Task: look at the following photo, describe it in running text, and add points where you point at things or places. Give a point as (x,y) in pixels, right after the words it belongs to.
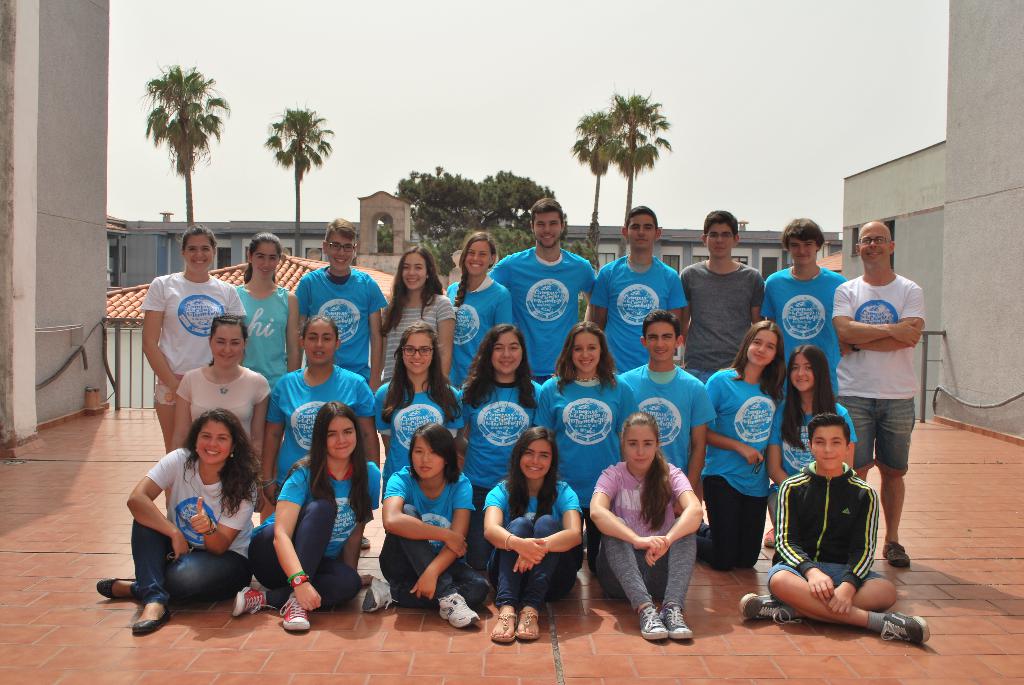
In this image we can see a group of people (737,538) on the ground (238,627). In the background (1000,235), we can see railing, some trees (591,226), buildings (3,303) with windows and roofs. At the top of the image (510,125) we can see the sky (547,48).
